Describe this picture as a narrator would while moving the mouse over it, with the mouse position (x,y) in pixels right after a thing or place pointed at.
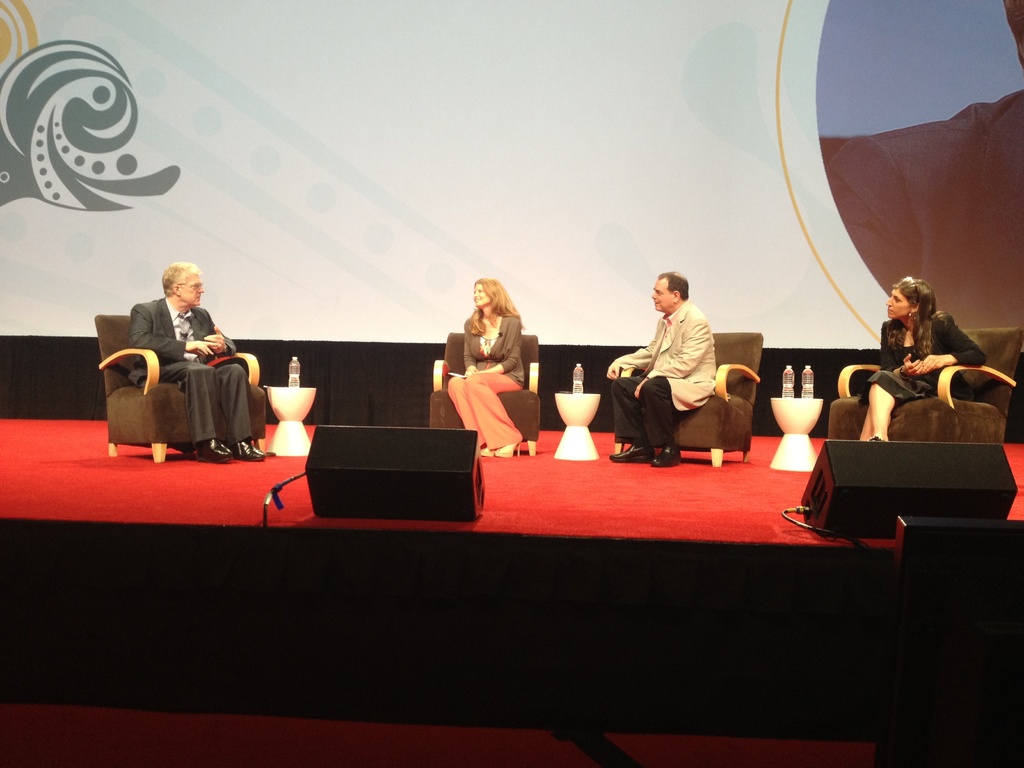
Few people (144,303) are sitting on chairs (969,408) on a stage (225,466). In between the chairs (732,365) on table (577,411) there are water bottles (289,367). There is a red carpet (626,491) on the floor (572,491). In the background (374,112) there is a wallpaper (879,270).
